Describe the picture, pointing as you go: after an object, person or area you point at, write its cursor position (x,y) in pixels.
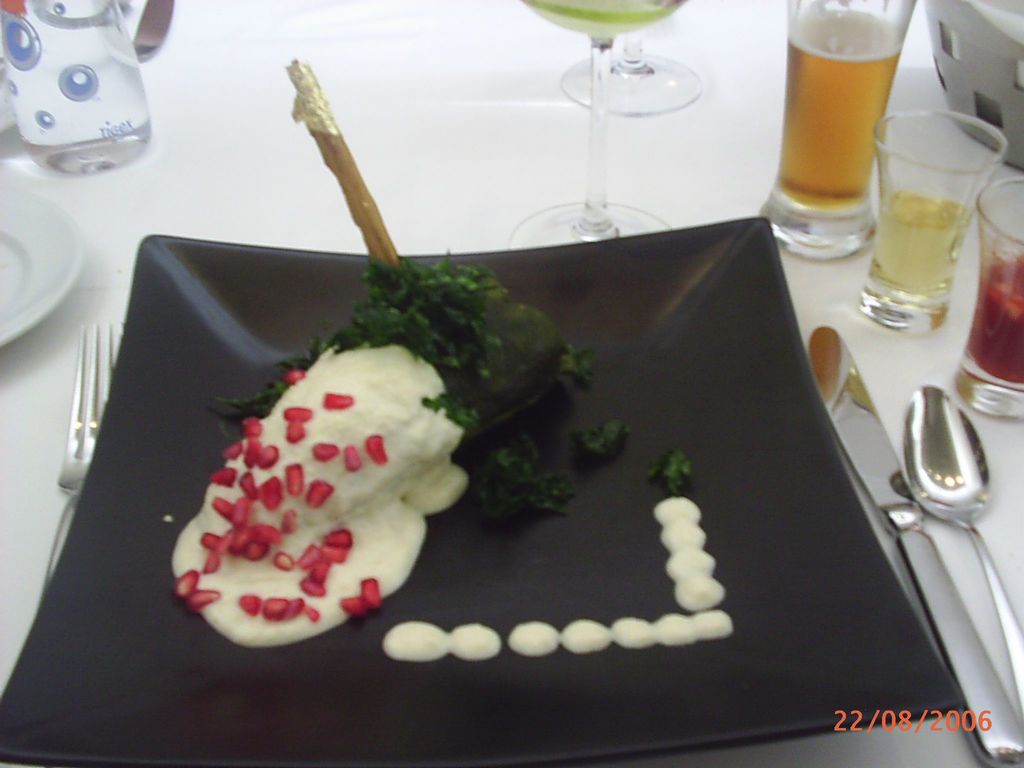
In this image I see the food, few glasses (1016,260), plate (723,679), fork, knife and the spoon (906,446).
